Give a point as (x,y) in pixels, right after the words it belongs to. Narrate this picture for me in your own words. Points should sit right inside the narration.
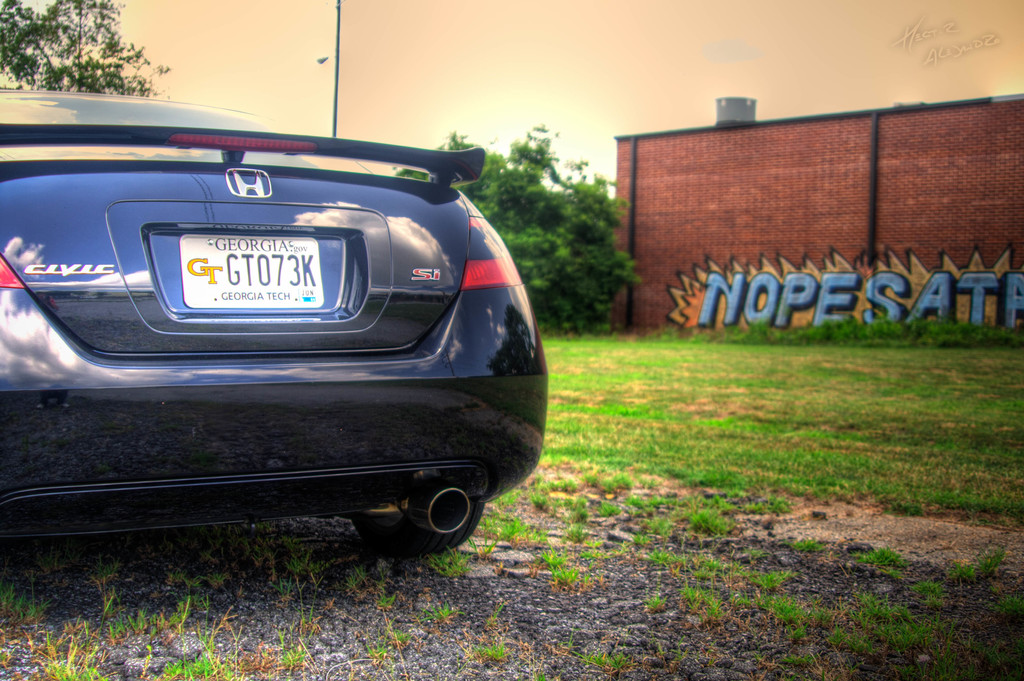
On the left side of the image (136,351) we can see a car (148,352). On the right side of the image (854,296) we can see graffiti (893,283) on the wall (741,166). In the background of the image (621,260) we can see the trees (557,179), pipes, tank (750,120). At the bottom of the image (745,559) we can see the ground (666,547) and grass (669,476). At the top of the image (529,88) we can see the sky (510,55). In the top right corner (906,37) we can see the text (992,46).
